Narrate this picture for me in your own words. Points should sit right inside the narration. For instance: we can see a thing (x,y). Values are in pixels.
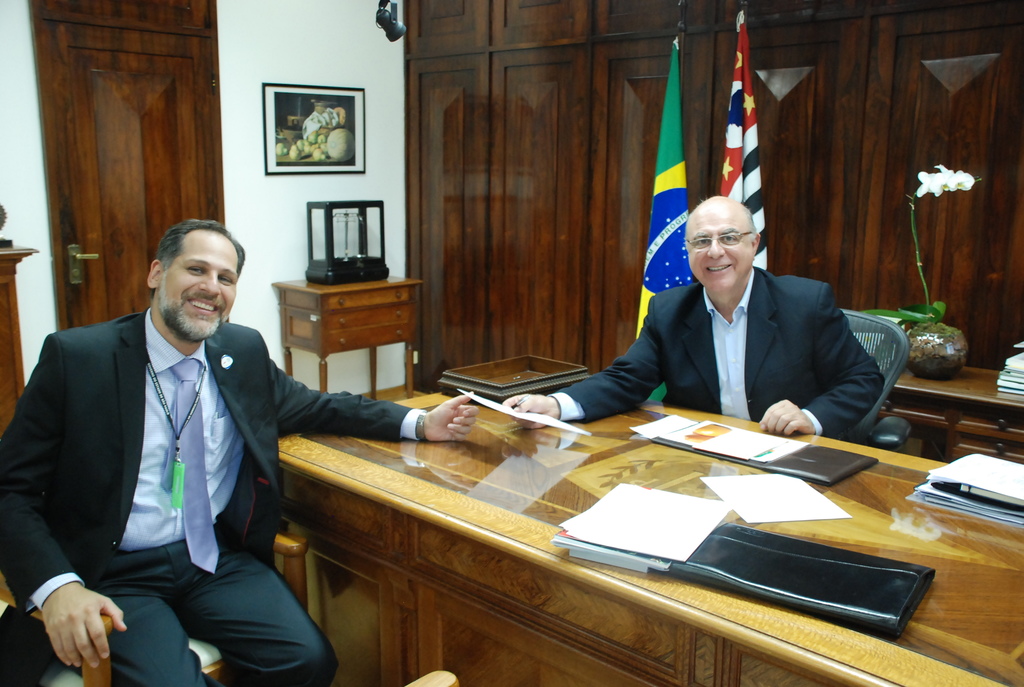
In this image I can see two people (413,431) are in-front of the table (681,484). On the table (647,453) there are papers (651,496). In the background (622,139) there is a cupboard (548,121) and the flags (660,178). And there are frames (272,109) attached to the wall (300,44).
